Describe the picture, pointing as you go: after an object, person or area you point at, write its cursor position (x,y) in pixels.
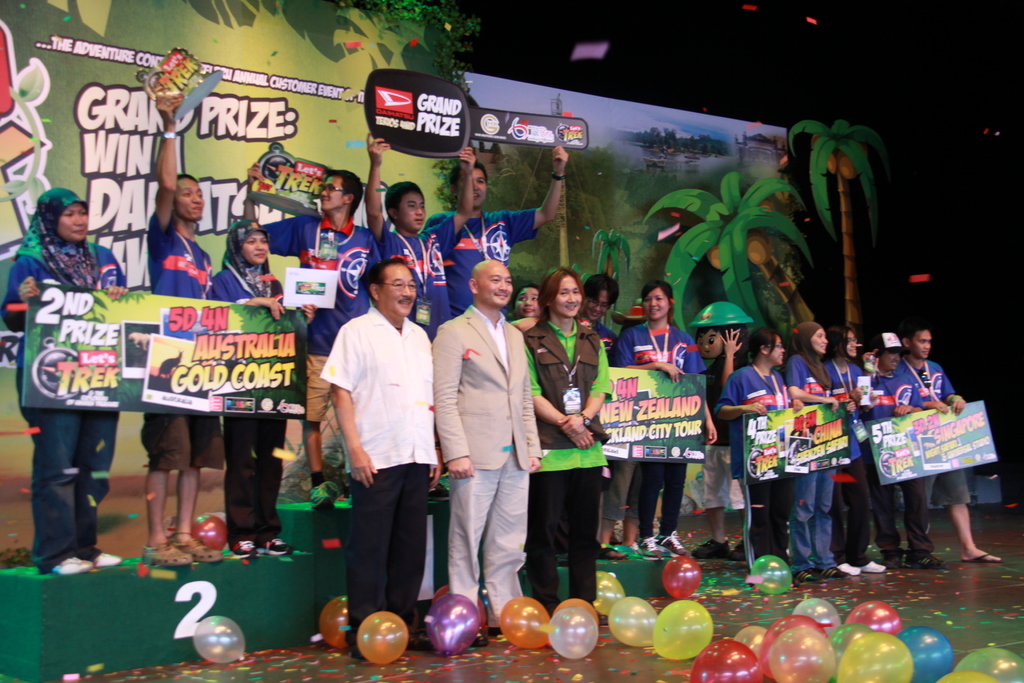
In this picture we can see some people (536,377) standing, some of these people (710,400) are holding boards (689,386), at the bottom (919,656) there are some balloons (386,634), there is a dark background (958,131), on the left side (269,96) we can see a hoarding (251,96), we can see depictions (750,224) of trees (795,195) on the hoarding (768,176).
